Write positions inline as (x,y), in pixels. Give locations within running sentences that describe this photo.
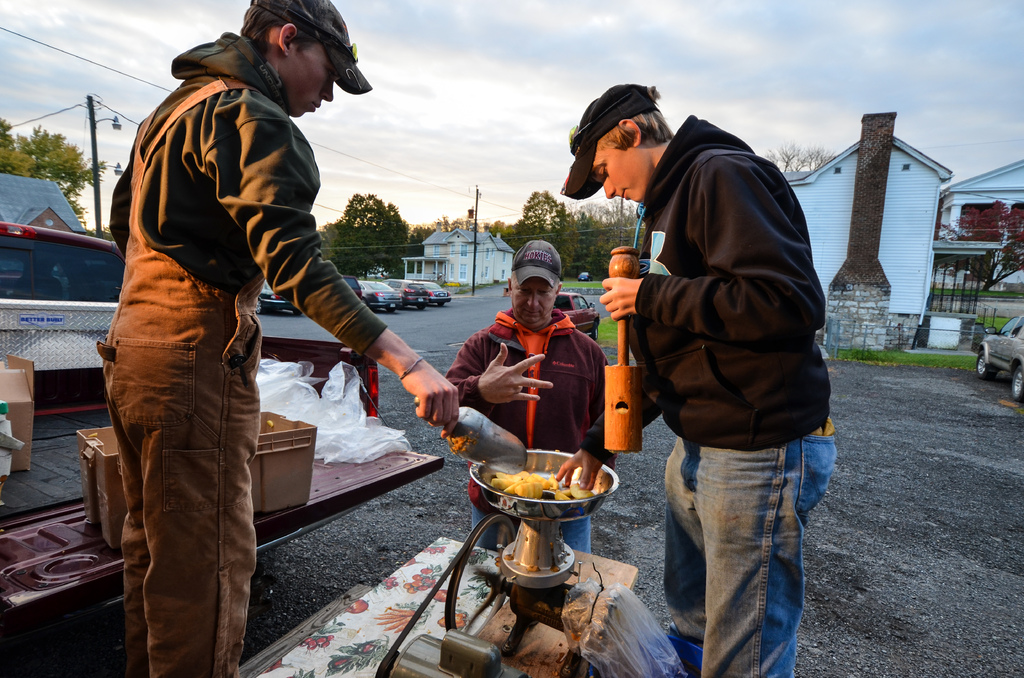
In this image there are three man (577,396) two man (740,508) are standing and one man (572,374) is standing, in middle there is a machine (562,518), on the left (63,404) there is a truck (297,347), in the background (469,310) there are cars (412,306) on road (489,293) and houses (844,233) trees (407,252) and cloudy sky (820,71).
